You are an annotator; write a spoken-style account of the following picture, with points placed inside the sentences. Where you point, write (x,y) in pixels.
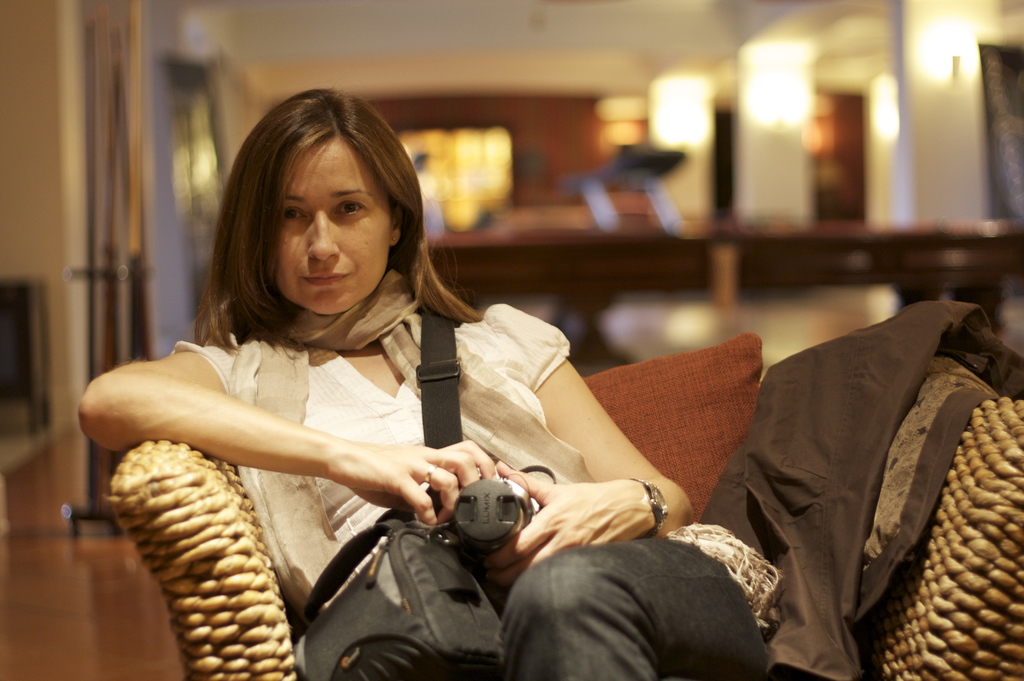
This picture is clicked inside the room (449,275). The girl (549,627) in the white shirt (388,418) is sitting on the chair (1005,591). She is holding a camera (454,510) in her hands (409,503). She is posing for the photo. Beside her, we see a brown color jacket (926,455). Behind her, we see a table (493,246) in brown color. Behind that, there are pillars (677,169) and behind that, we see windows (433,148) and a wall (547,150) in brown color. At the top of the picture (547,65), we see the ceiling (291,54) of the room (181,141). In the background (452,214), it is blurred.
